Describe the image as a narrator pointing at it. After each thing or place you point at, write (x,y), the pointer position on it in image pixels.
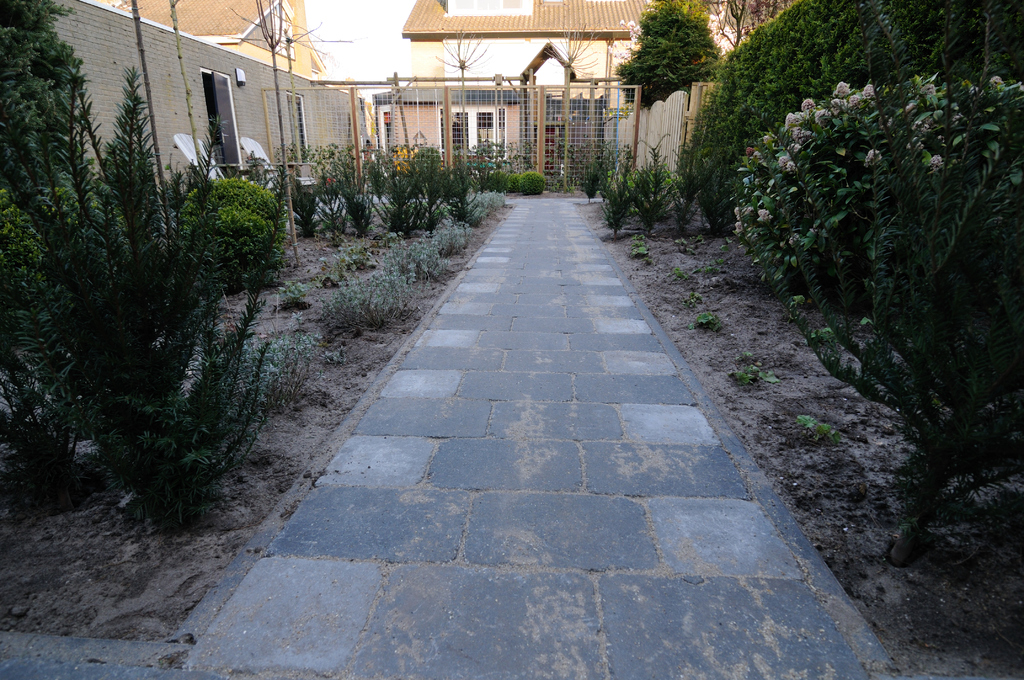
In this image in the middle (565,295) there is a path (542,348). In either sides there are plants (794,193) trees (714,156). In the background (207,96) there are buildings (115,93). Here there is a net boundary (571,102).
